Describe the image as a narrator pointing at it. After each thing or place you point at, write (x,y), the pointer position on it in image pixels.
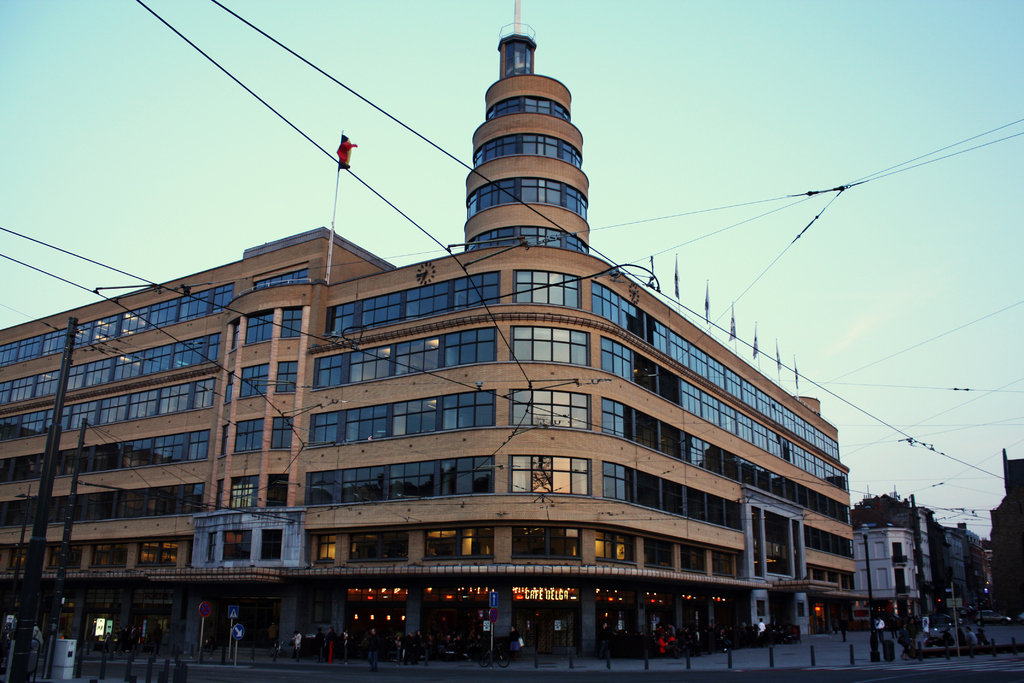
In the image there is a huge building (612,371) and there are some wires (538,391) attached to the building (512,220), there are caution boards (201,647), pavement (714,656) and few people (272,629) in front of the building (827,605).
